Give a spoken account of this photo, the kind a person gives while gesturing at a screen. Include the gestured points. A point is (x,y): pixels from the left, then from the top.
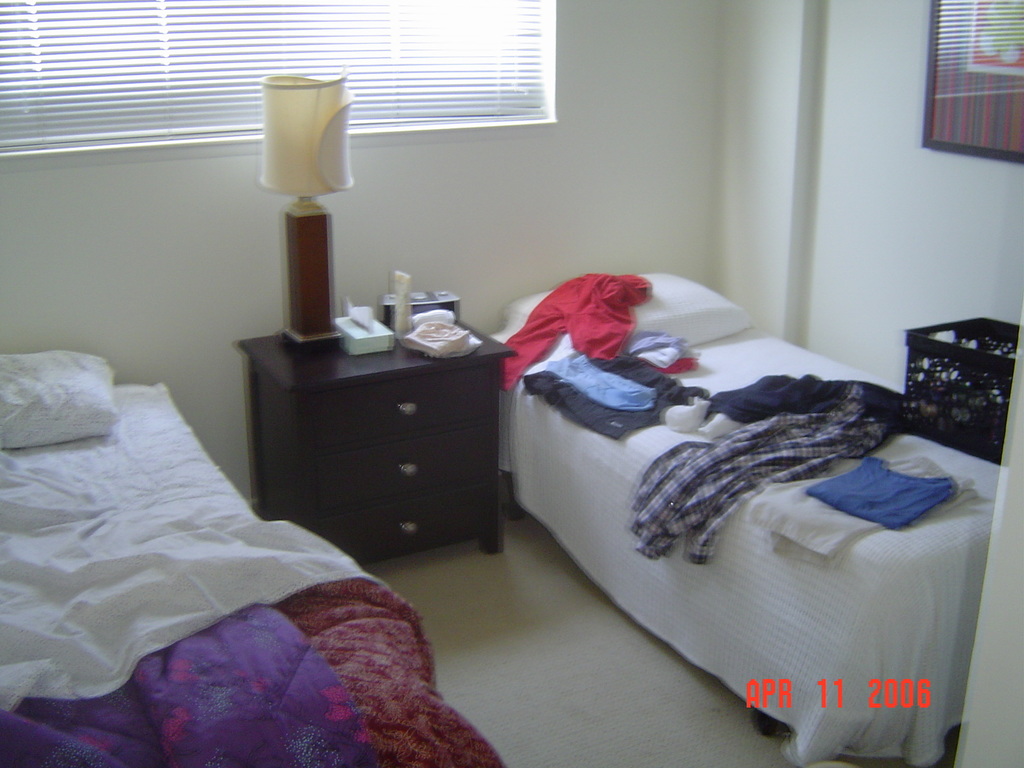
In this image we can see group of clothes (733,406) and pillows (644,317) placed on beds (295,564). In the center of the image (443,322) we can see a lamp (316,168) and some objects (433,330) placed on cupboards (398,477). On the right side of the image (906,394) we can see a basket (919,380). In the background (994,80), we can see a photo frame (1003,89) on the wall (592,70) and window (391,51) with curtain (368,45).
